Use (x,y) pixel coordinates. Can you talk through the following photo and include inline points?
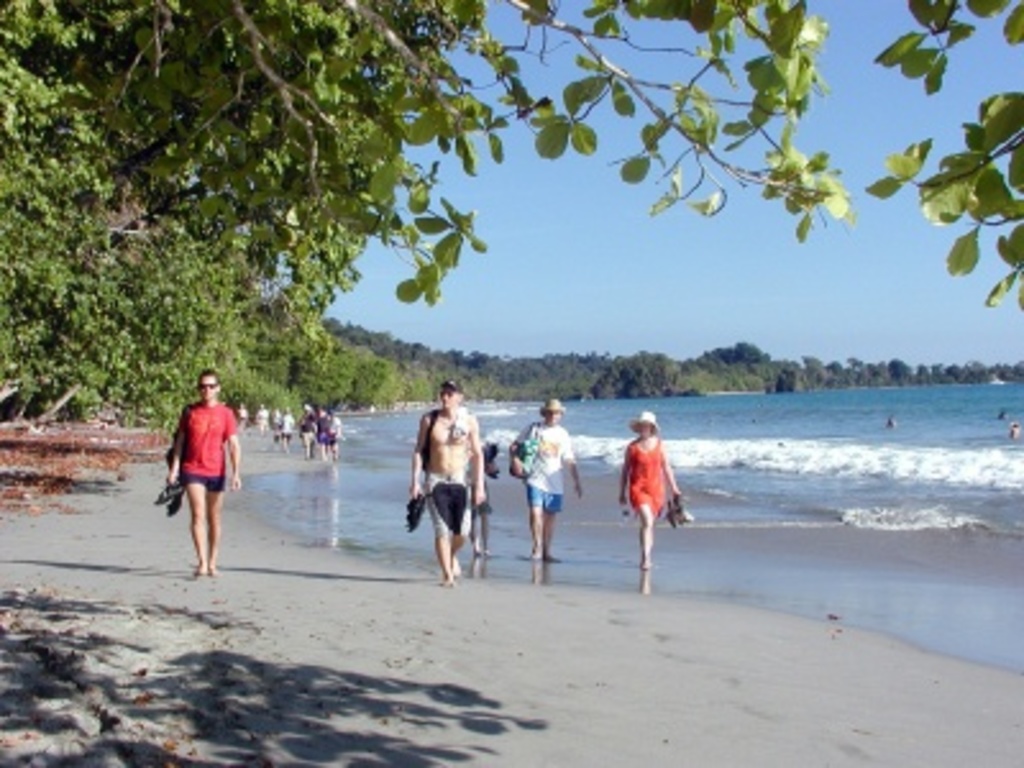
As we can see in the image there are few people (208,475) here and there walking, trees (344,375) and water (874,466). On the top (589,219) there is sky (752,204).
